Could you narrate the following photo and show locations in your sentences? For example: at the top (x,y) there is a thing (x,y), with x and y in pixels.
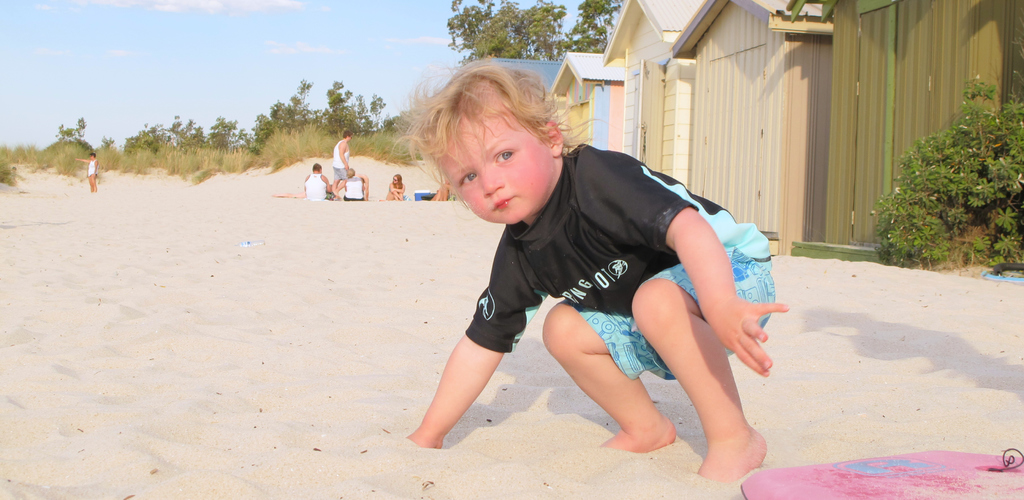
There is a small boy (580,246) in the foreground area of the image (535,246) on the sand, there are people (339,163), plants (400,133), houses (621,46), trees (351,92) and the sky (419,58) in the background (591,82).
